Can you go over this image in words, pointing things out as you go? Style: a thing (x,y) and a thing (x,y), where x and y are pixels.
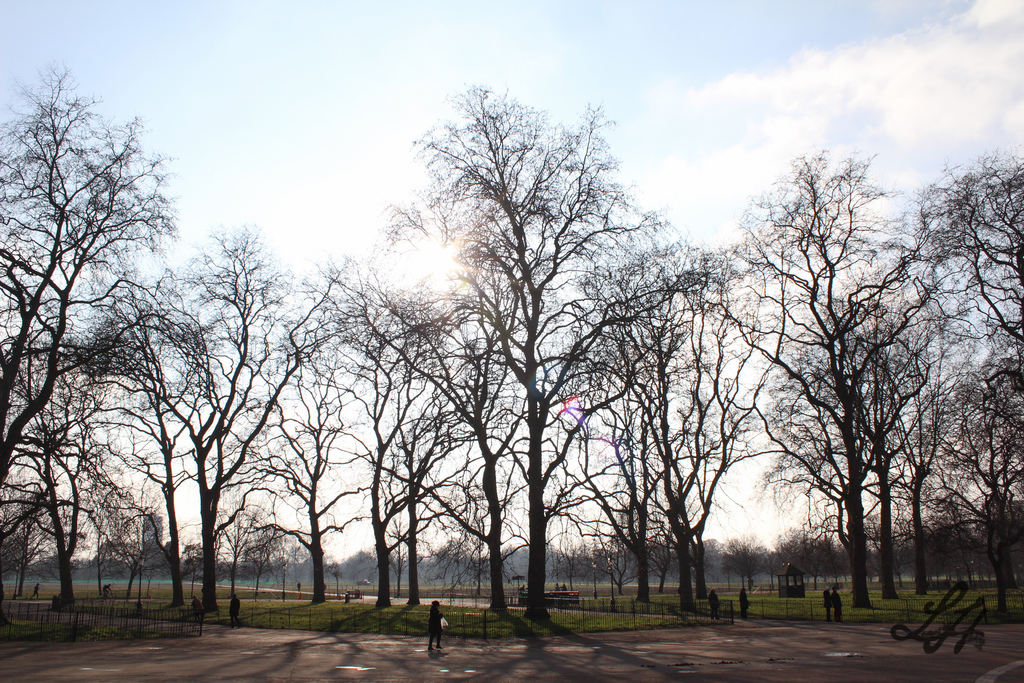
In this picture we can see group of people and few trees (831,459), and also we can see fence (634,613), at the right bottom of the image (934,634) we can see a watermark (941,621).
